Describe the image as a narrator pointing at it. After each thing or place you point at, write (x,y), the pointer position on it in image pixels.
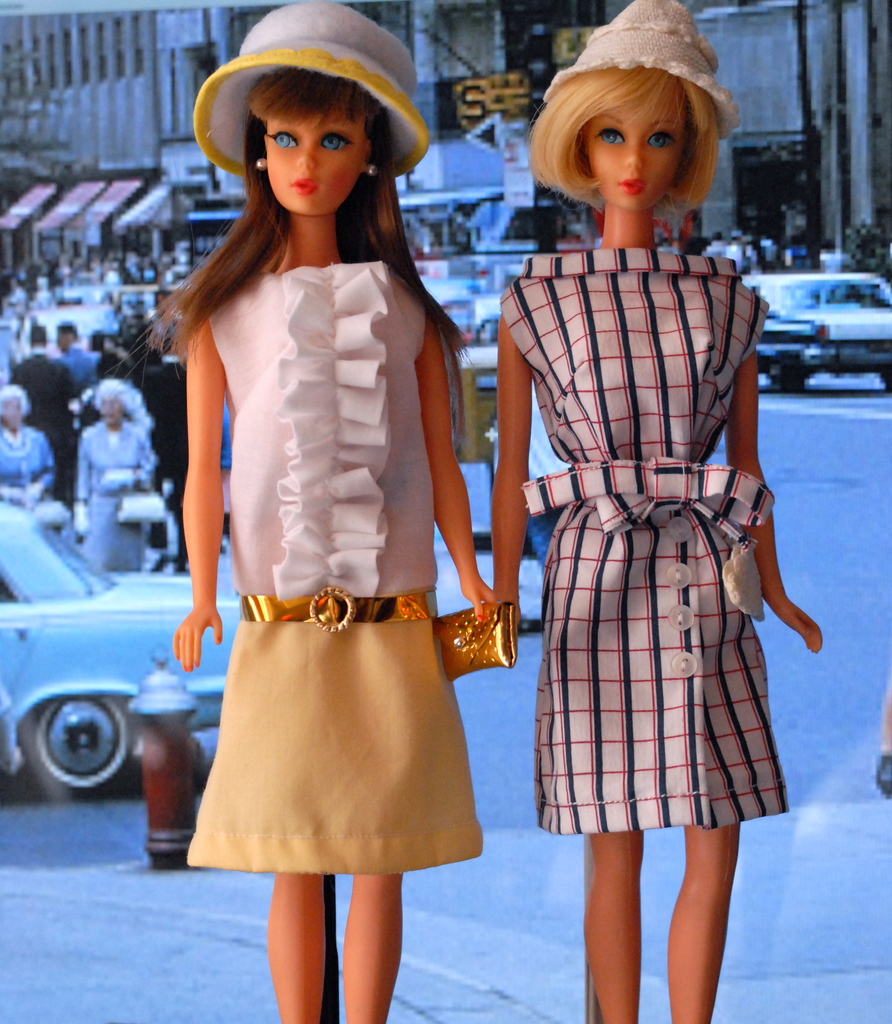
There are toys (385,352) in the foreground area of the image (265,446), there are people (769,242), vehicles (887,283), trees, posters (518,177), stalls (79,253) and a building (746,122) in the background (769,46).
